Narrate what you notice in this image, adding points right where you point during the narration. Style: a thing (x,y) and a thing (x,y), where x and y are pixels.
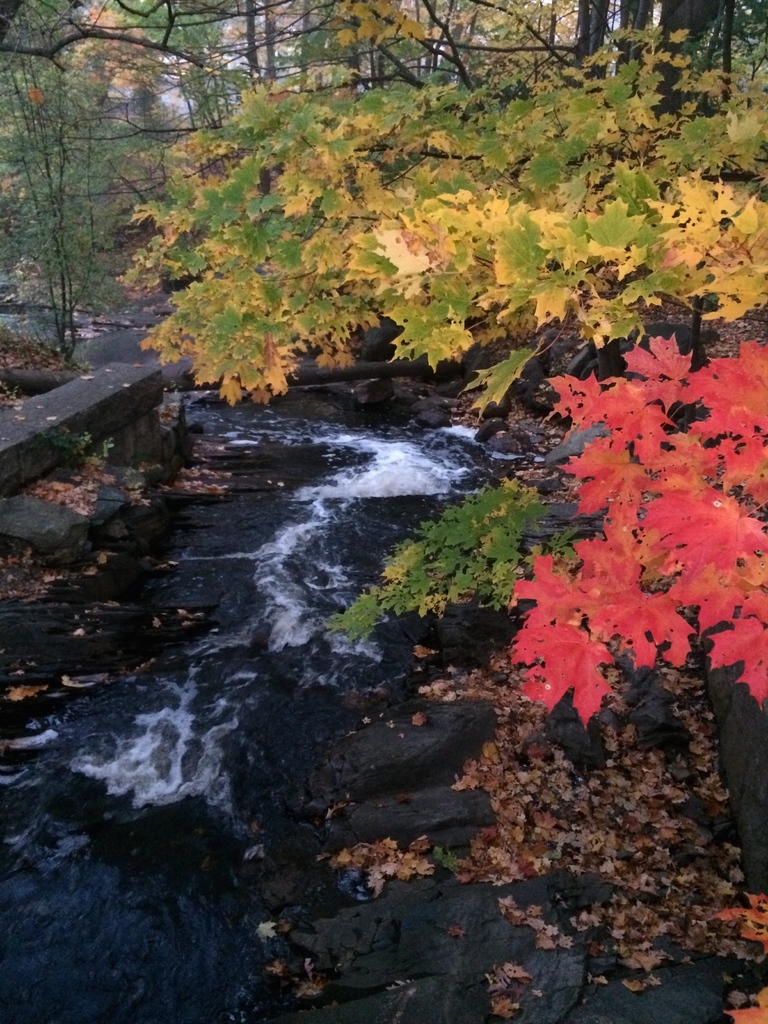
In this image we can see flowing water (301,722), shredded leaves (474,782), rocks (408,736), plants (665,452), trees (489,222) and creepers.
